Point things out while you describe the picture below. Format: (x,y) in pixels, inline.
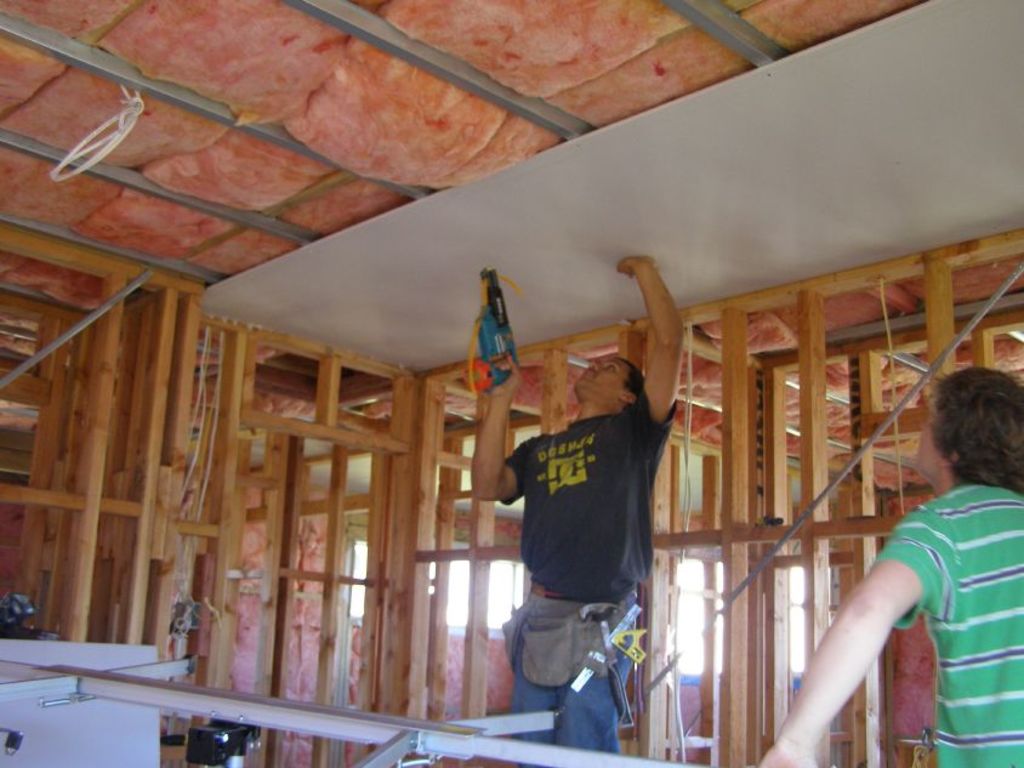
In the picture we can see a wooden house (360,531) with full of wooden sticks (657,708) and in the house (97,404) we can see a man (619,593) standing and holding the white color plank (987,161) and holding a machine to fix it to the ceiling (58,101) and beside him we can see another person (956,531) standing and he is with green T-shirt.
